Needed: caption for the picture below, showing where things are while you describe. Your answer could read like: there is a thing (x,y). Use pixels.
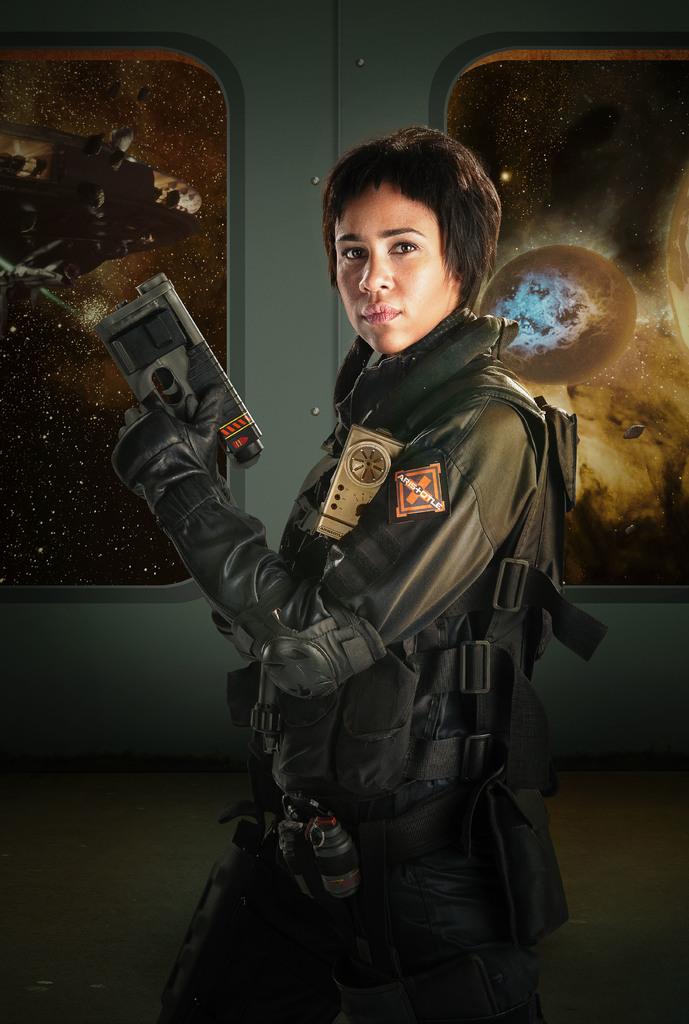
In this image we can see a lady (482,853) holding a gun (222,367) wearing a jacket (432,605). In the background of the image (548,126) there is wall (201,50) with some images (191,191) on it.
